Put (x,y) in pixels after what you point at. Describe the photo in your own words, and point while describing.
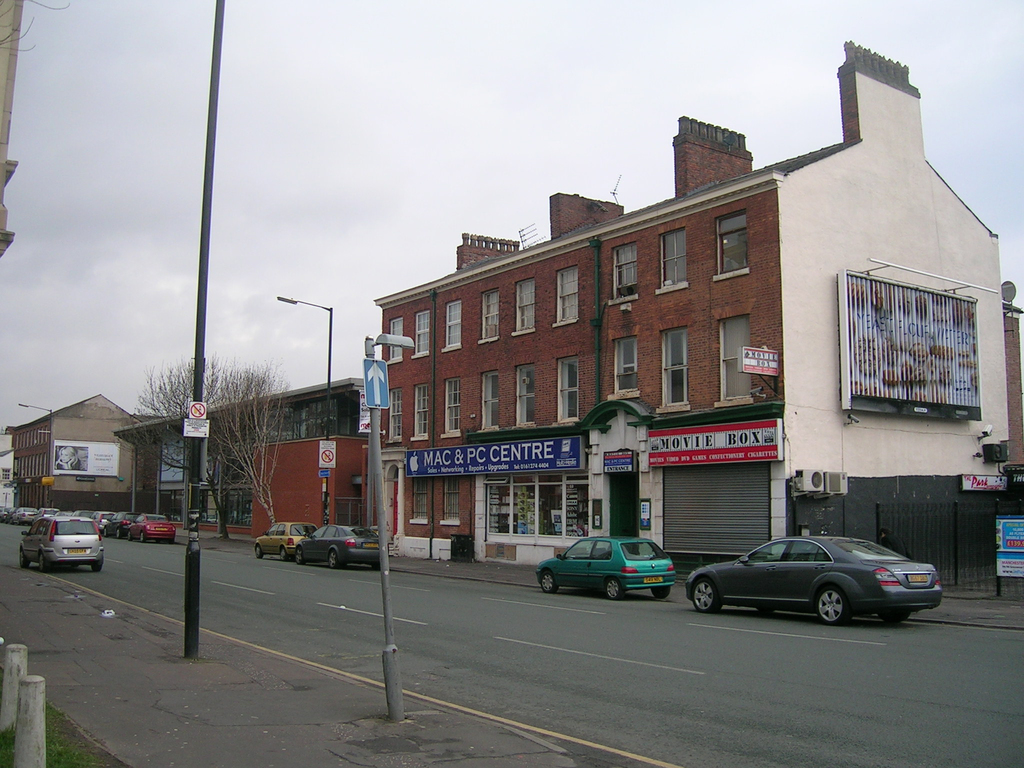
It is a road (659,664), on this few vehicles (608,599) are moving. In the right side (746,286) it is a building (648,339), in the down it looks like a store (550,514). At the top (423,106) it's a cloudy sky (426,75).
